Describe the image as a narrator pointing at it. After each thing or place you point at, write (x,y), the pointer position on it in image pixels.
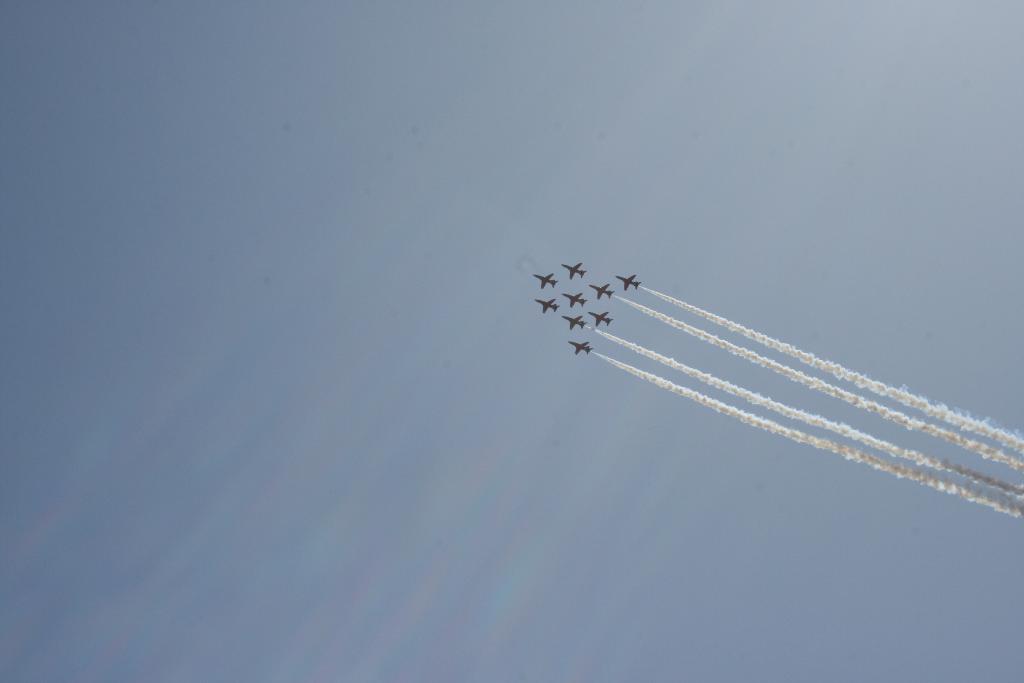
Here we can see airplanes (613,292) and smoke (725,382) in the air (688,401) and we can see the sky (366,261).
